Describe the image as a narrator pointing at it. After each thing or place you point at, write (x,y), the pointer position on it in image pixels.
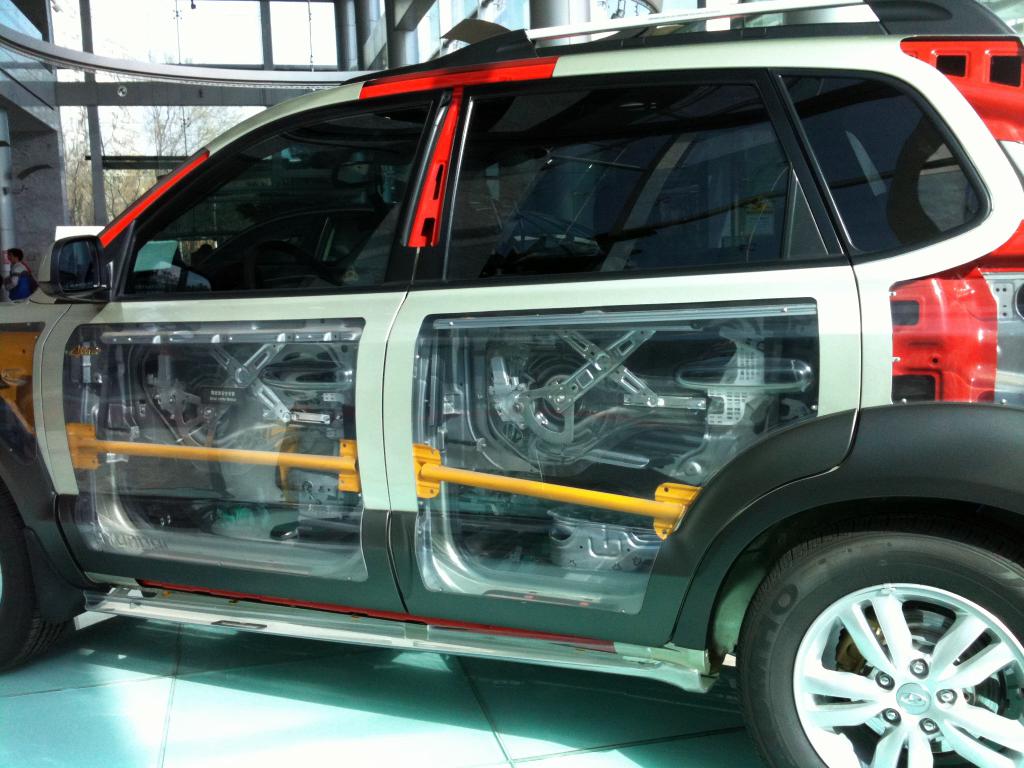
This picture shows a car (317,390) parked and we see glasses (523,1) to the building (140,129) from the glass (140,136) we see trees (147,172) and a cloudy Sky (279,46).
